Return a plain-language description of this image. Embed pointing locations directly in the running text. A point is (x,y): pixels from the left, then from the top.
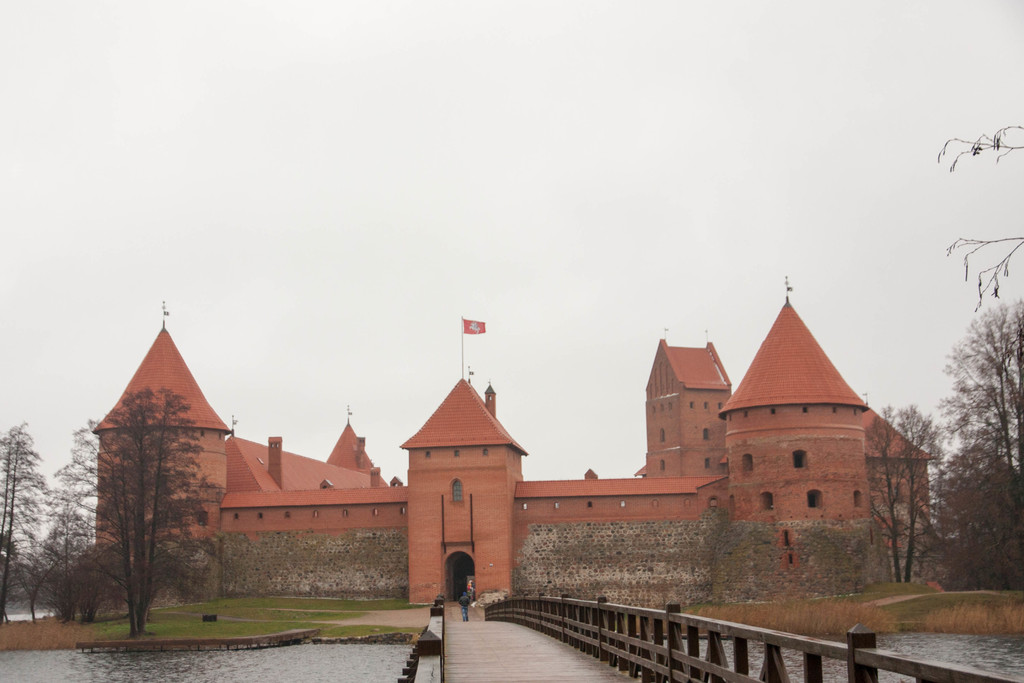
In this image in the front (579,619) there is a bridge (507,661) and under the bridge (520,662) there is water (260,669). In the background (239,622) there is grass (235,625) on the ground (272,605), there are trees (81,560) and there is a fort (569,506) and on the top of the fort (472,440) there are flags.
